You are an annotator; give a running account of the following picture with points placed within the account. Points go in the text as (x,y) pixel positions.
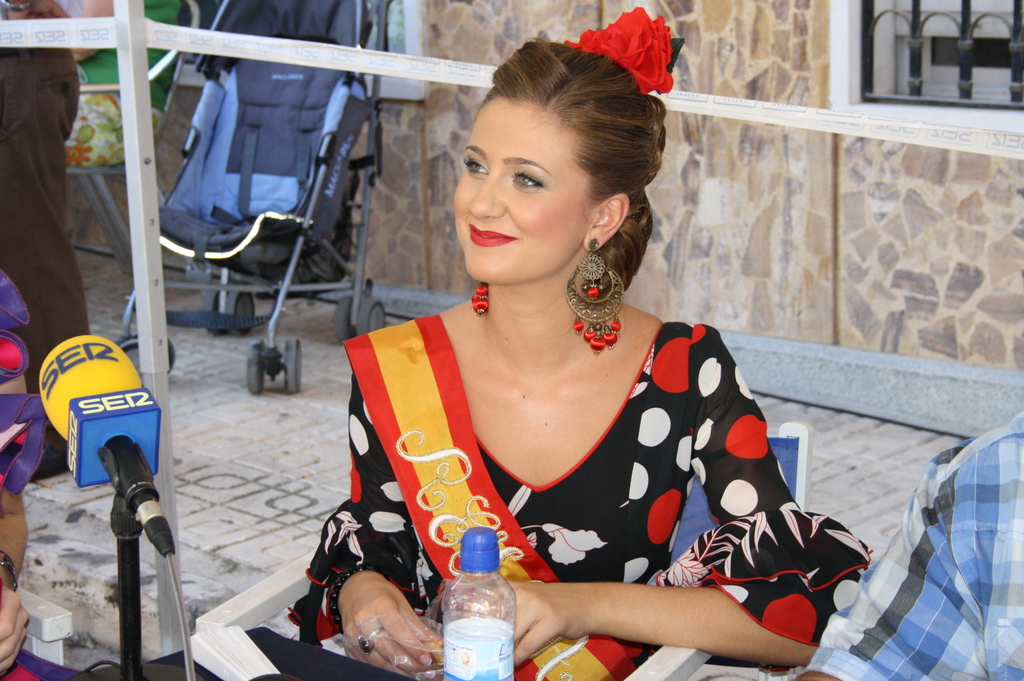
This person (621,506) is sitting on a chair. She wore earrings (591,252) and a black dress (582,489). In-front of this woman (573,542) there is a table (274,646), on a table (324,679) there is a bottle (454,611) and mic (152,471) with holder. Beside this woman (500,496) 2 other persons (7,363) are sitting on a chair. Far there is a baby chair (304,266).
